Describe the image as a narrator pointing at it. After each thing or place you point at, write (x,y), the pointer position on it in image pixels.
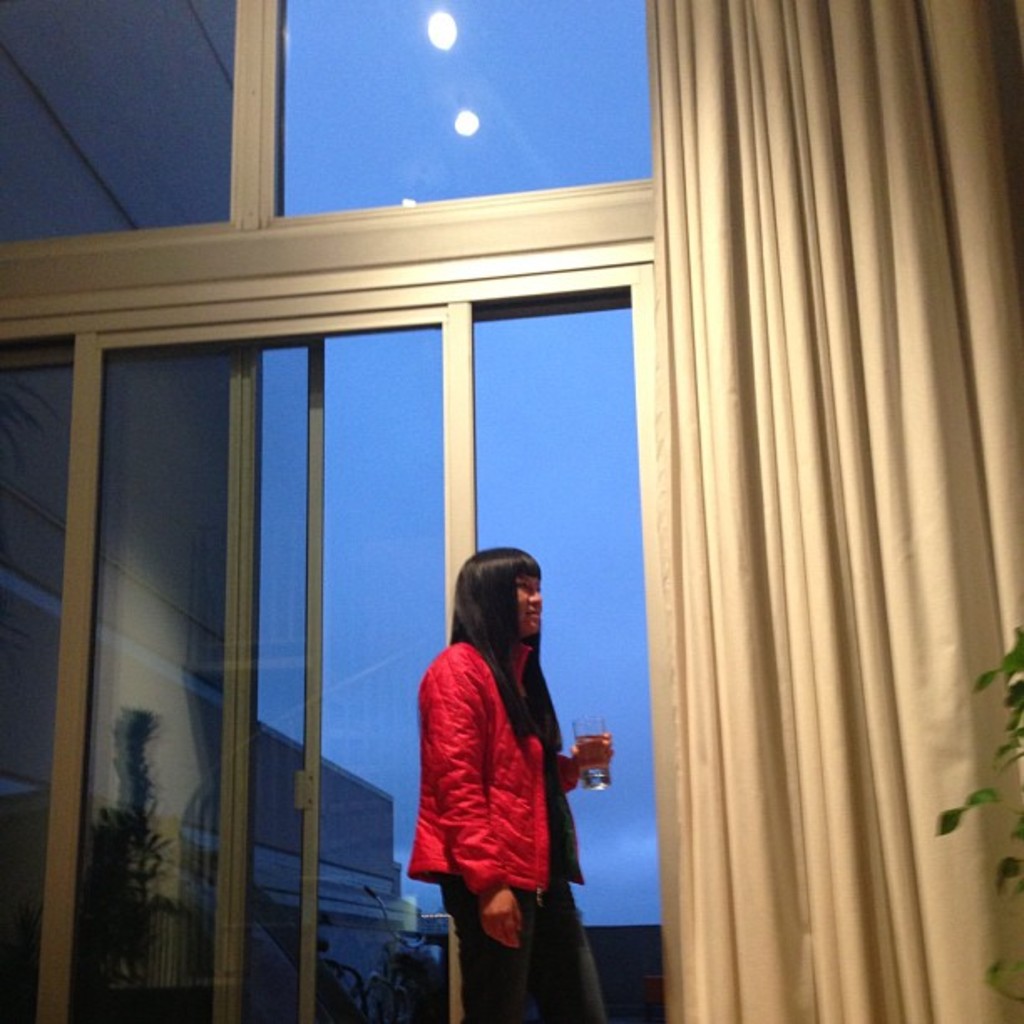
This is the woman (546,805) holding a glass (581,729) and standing. She wore a red jacket (513,782) and trouser (516,973). This is the curtain (773,469) hanging. These are the glass doors (158,468) with metal frames (303,240). At the very right corner of the image (948,823), I can see the leaves (1022,822).
